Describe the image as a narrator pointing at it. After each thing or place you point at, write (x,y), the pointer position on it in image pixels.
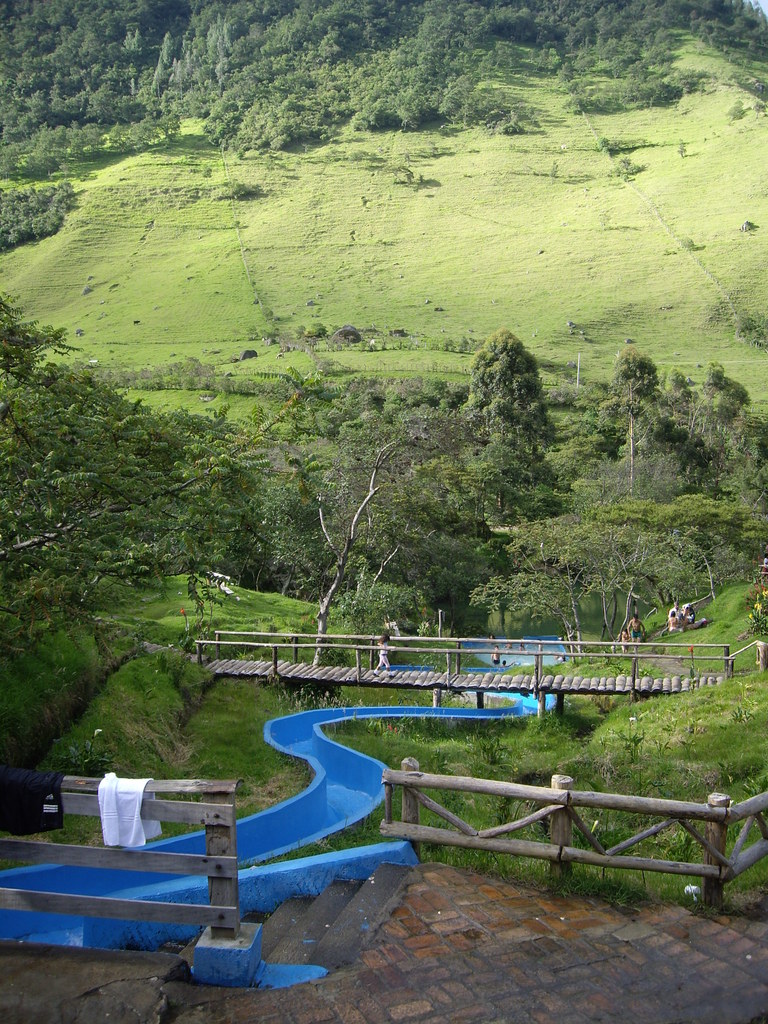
At the bottom (554,975), we see the staircase (321,921), pavement (461,936) and the wooden railing (567,830). In the middle (332,669), we see the wooden bridge (389,677) and a park slide (342,779) in blue color. Behind the bridge (559,675), we see the people (679,621). Behind them, there are trees (270,563). On the left side (239,551), we see the trees (57,548) and the clothes (42,789) in black and white color. There are trees (292,143) and grass (420,234) in the background (482,356).
